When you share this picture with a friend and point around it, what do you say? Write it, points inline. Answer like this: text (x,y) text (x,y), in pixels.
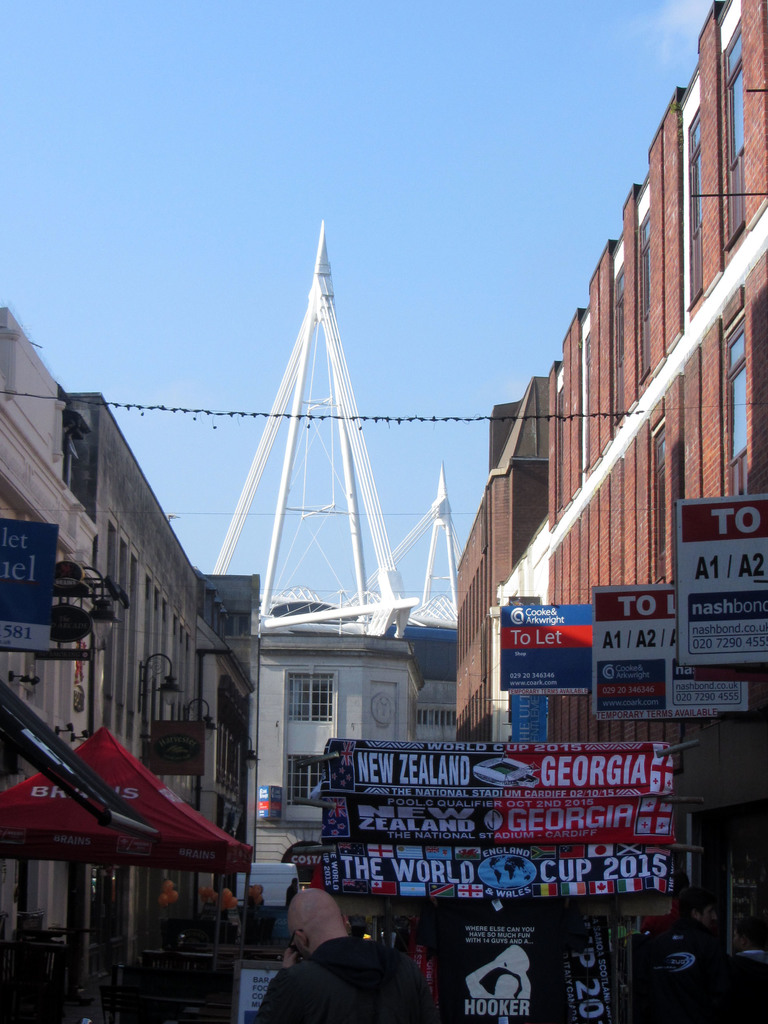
In the picture I can see people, banners (461,836) which has something written on them and street lights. I can also see boards (627,600) attached to buildings (303,690). In the background (211,222) I can see the sky (250,230).
